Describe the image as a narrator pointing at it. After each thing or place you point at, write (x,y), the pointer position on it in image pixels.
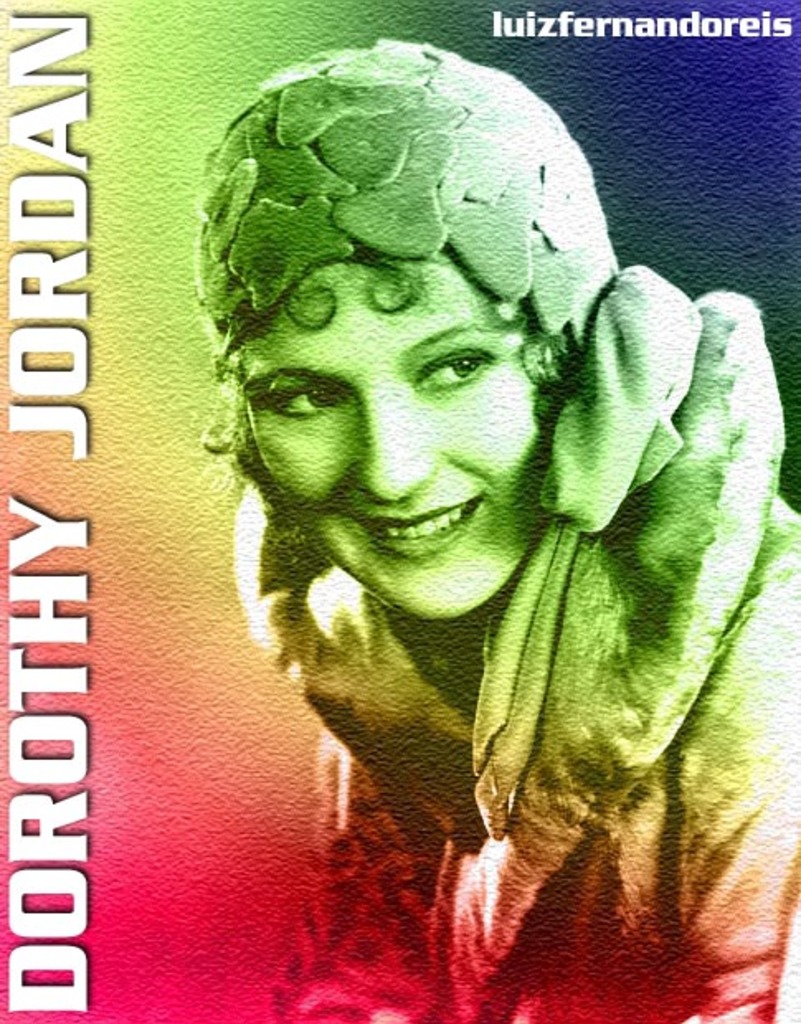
This image looks like a painting in which I can see a woman (417,663), text (52,390) and a multicolored background (223,832).
